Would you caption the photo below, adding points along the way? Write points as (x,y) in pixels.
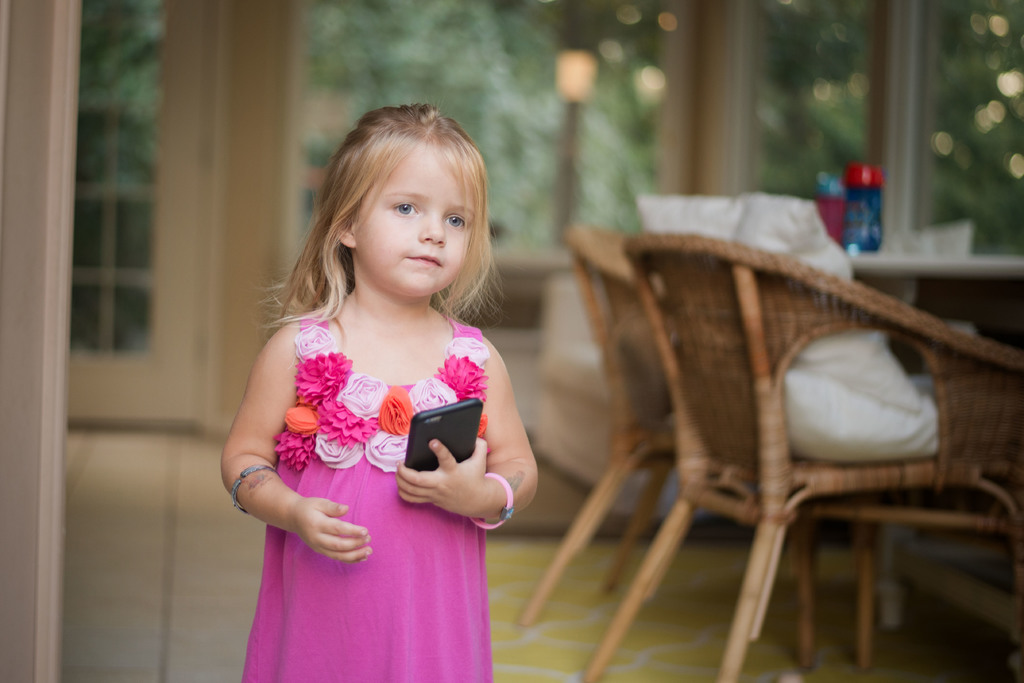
In this image girl (464,313) is standing on the floor (545,563) and holding the mobile (458,449) and beside the girl (500,401) the chairs (704,346) and tables (941,265) are there behind the girl (370,448) there is some big window (382,27) and background (506,126) is blurry.
